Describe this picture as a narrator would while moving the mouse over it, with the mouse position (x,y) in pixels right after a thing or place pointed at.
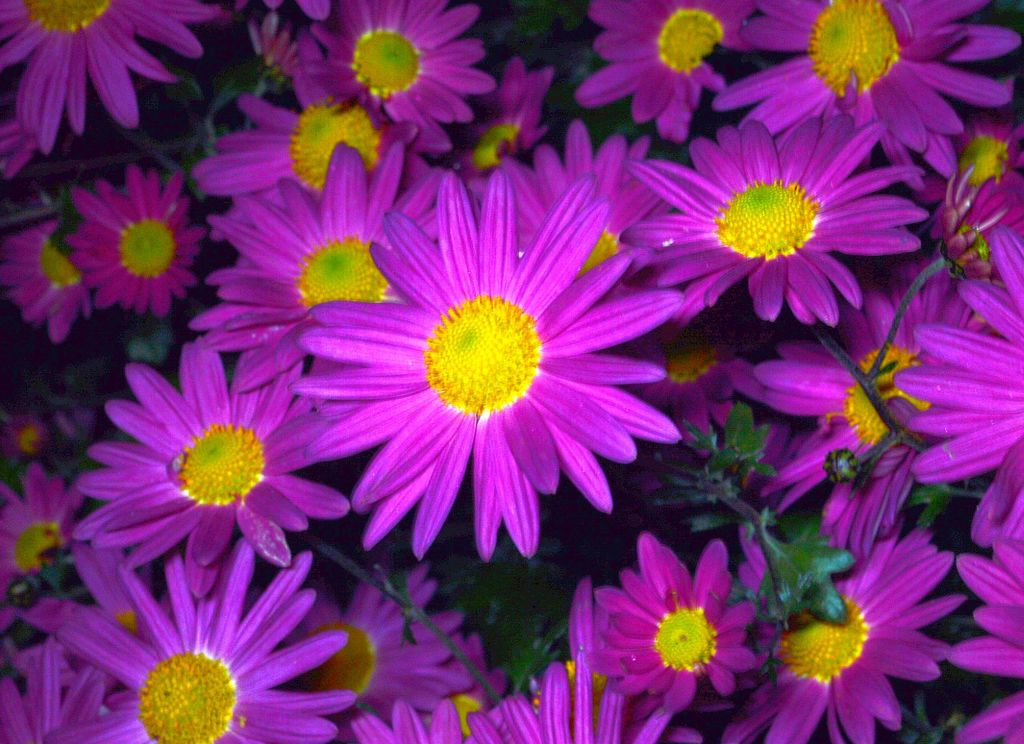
This image consists of flowers (440,184) in purple color. And the pollen grains (474,394) are in yellow color.
